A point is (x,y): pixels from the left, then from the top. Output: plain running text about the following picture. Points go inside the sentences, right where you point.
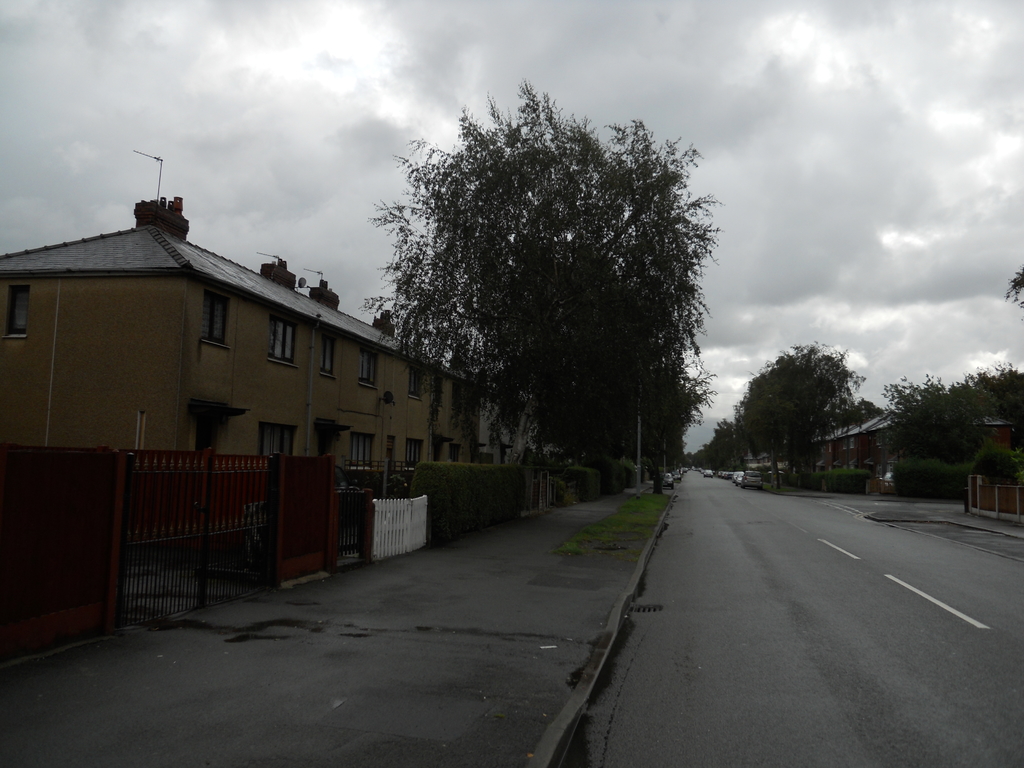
In this image I can see the road (818,637). On the road (818,637) I can see the vehicles (747,489). To the side of the road (699,513) there is a railing (209,536) and many trees (793,438). I can also see the building (302,440) which is in yellow color. In the background (655,95) I can see the clouds (350,174) and the sky (392,202).
